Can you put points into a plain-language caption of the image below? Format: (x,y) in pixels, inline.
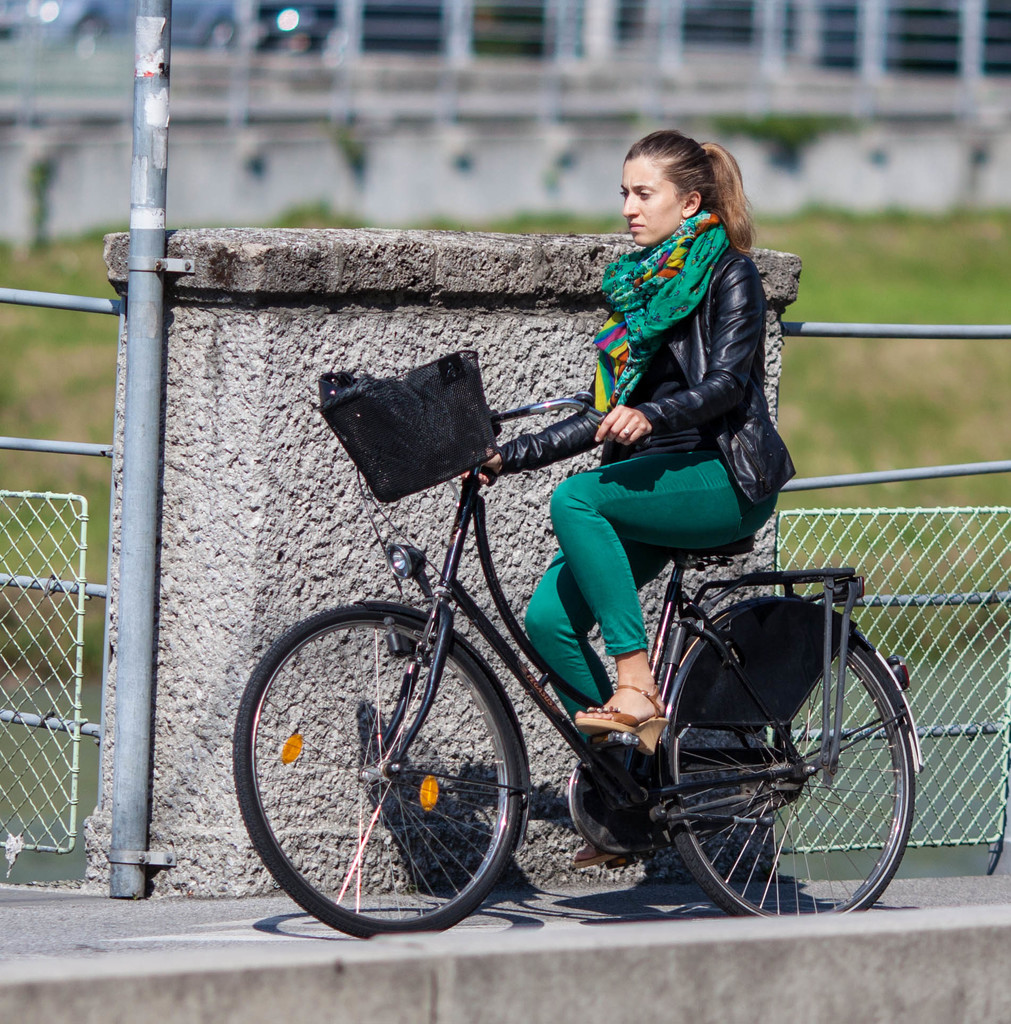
This image shows the girl (684,426) who is riding the bicycle (574,820). At the background (831,818) there is a wall (390,683) and fencing (42,590). To the right side (836,268) there is a grass (945,243) at the background (855,250).
